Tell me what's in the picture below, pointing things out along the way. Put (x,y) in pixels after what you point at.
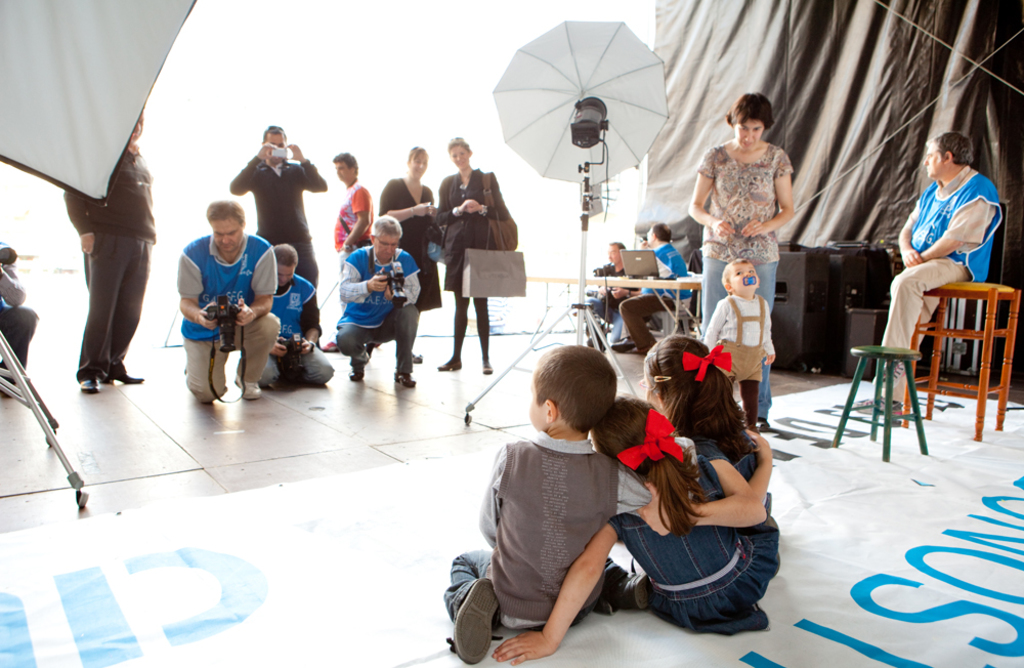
In the image there is a photo shoot is going on, there are few kids (694,564) sitting on the floor (1000,515) and in front there are few men (267,305) kneeling and clicking pictures in camera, on the right side (731,189) there is table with laptop (647,269) and few persons (672,266) standing and sitting in front of speakers (820,354).
